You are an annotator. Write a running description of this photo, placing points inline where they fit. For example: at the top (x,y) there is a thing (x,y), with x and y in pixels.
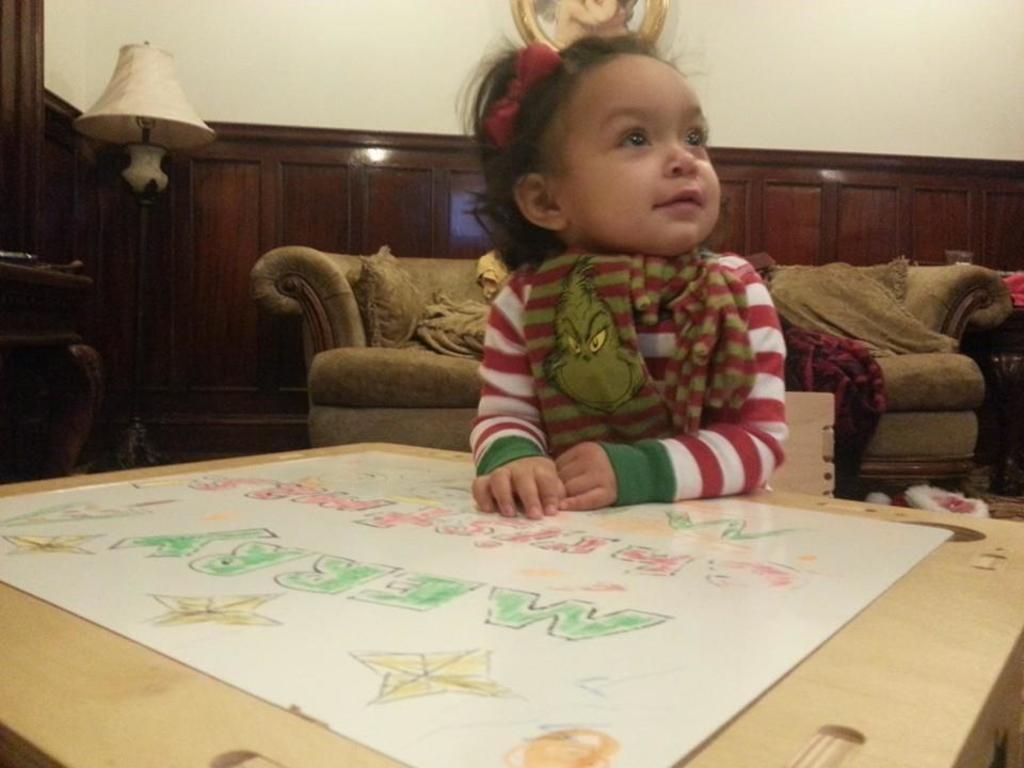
In the image we can see there is a girl (577,219) who is sitting and in front of her there is a wooden table (206,726) on which there is a sheet of paper (328,596).
